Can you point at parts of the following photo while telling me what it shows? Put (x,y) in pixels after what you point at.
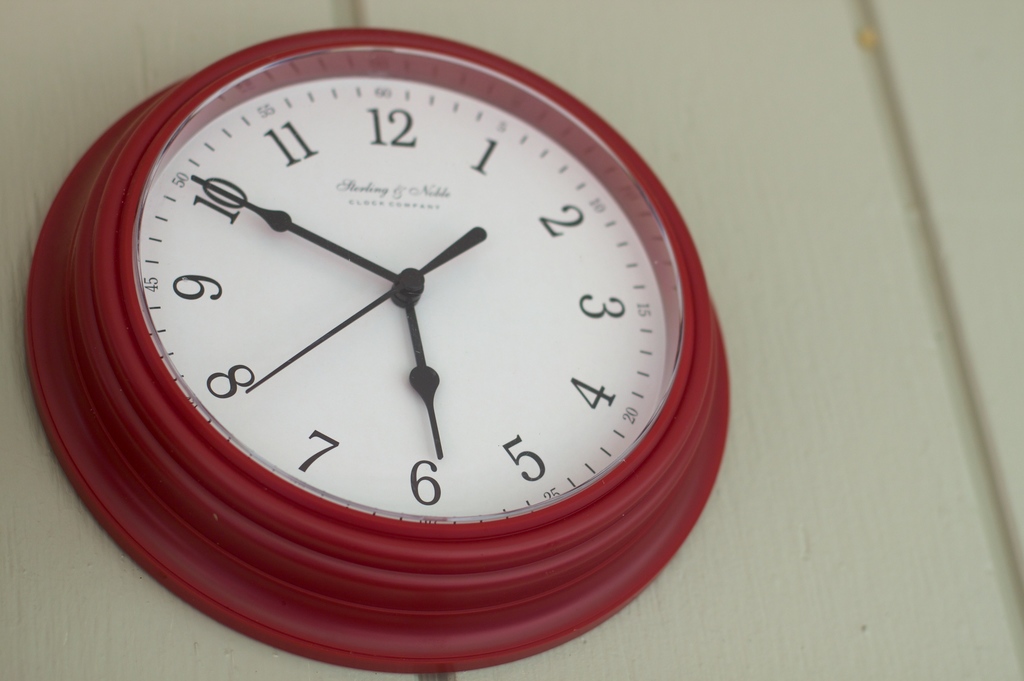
In this image we can see a clock (446,336) attached to the wall (873,262).
